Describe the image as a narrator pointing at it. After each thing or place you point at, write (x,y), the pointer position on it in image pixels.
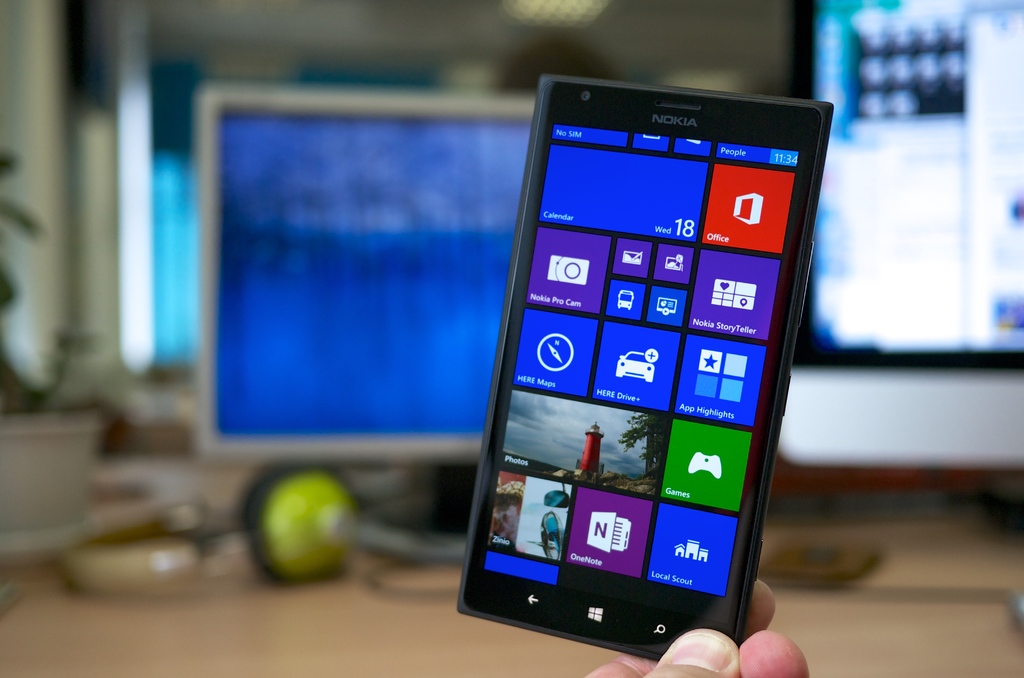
In this picture, we can see a person hand (781,657) holding a mobile phone (546,351), and we can see the blurred background (503,63), and we can see some blurred objects (356,376) like screen (337,303) and some connected devices (380,530) to it, and we can see some objects (44,502) too.
